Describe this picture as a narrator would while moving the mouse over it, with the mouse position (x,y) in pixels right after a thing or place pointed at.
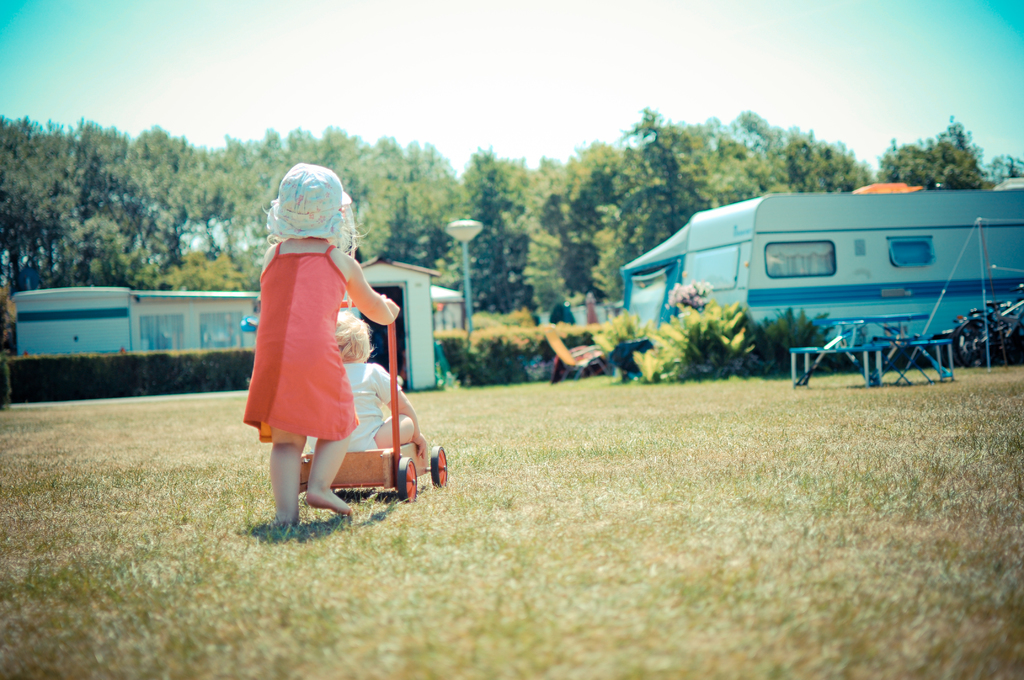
This picture shows a kid (330,432) holding a baby trolley (372,476) and we see a baby (371,441) on the trolley (397,446) and we see grass (597,555) on the ground (500,499) and few caravans (702,217) and a bench (897,336) and few trees (644,177) and we see kid (330,198) wore a cap (309,229) on the head (345,190) and a clear sky (615,63).
